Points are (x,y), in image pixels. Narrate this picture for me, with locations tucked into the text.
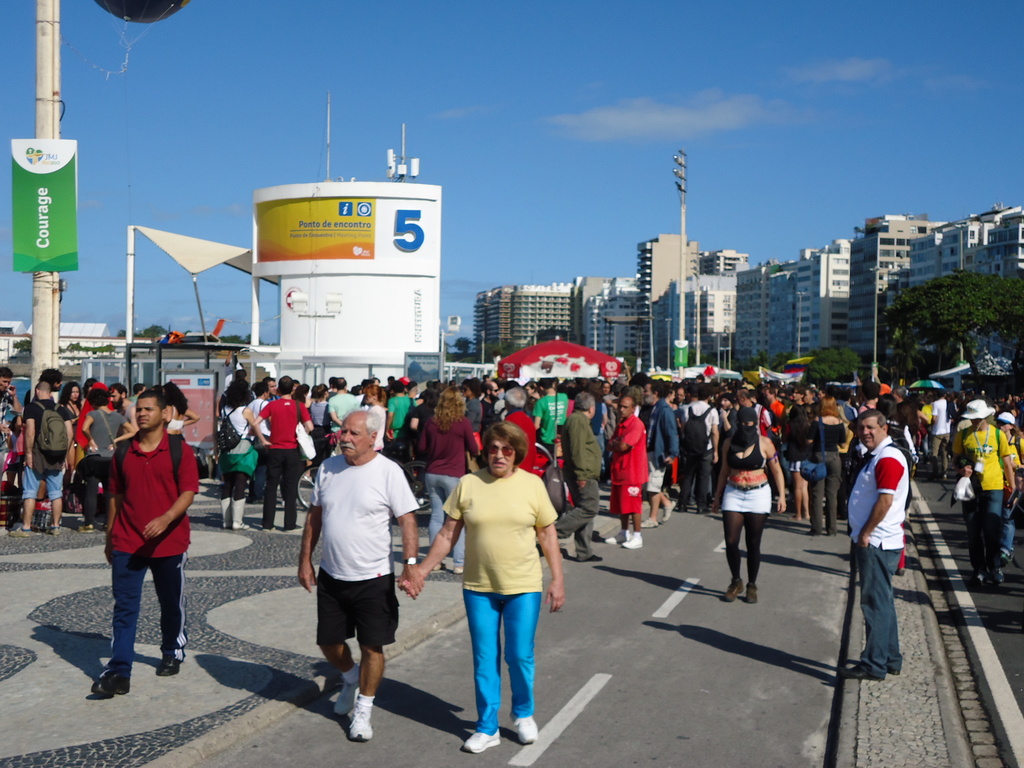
In this picture there is a group people (657,440) standing on the street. Behind there is a white color iron frame (376,329). In the background (543,328) there are many buildings (511,321). On the left side (35,112) there is a white pole (44,102).
